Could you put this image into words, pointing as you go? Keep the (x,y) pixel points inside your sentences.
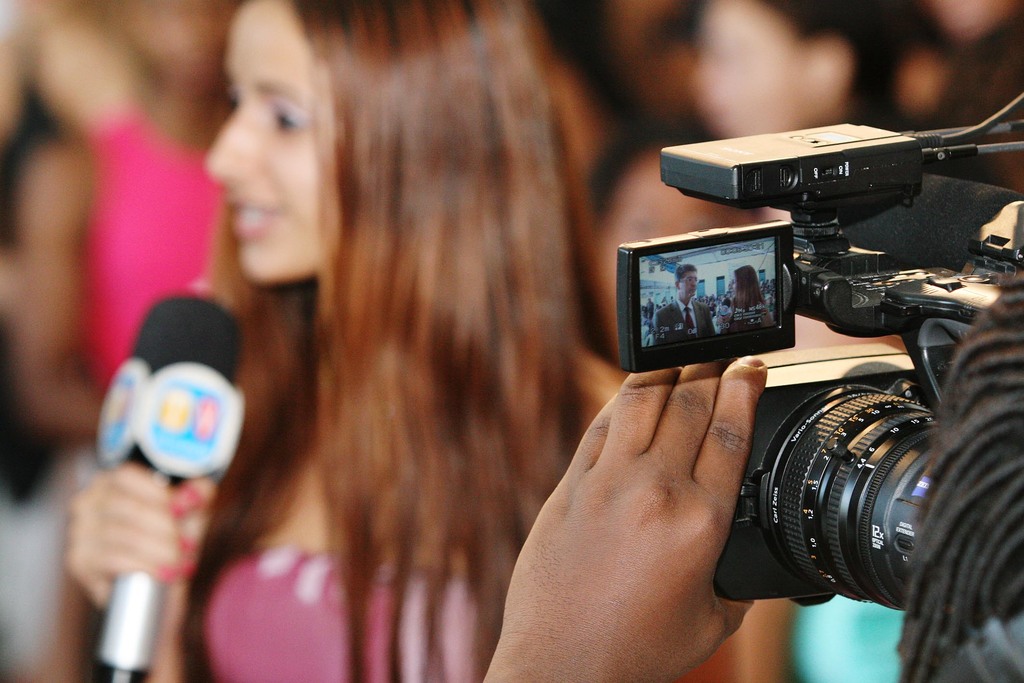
In this picture there is a woman (449,187) in pink dress (258,559) is holding a mike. She is little blurred. Towards the right (719,229) there is a camera (980,209) and camera (809,307) is capturing a man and a woman (737,317). There is a hand (618,394) placed on the camera (805,419).
